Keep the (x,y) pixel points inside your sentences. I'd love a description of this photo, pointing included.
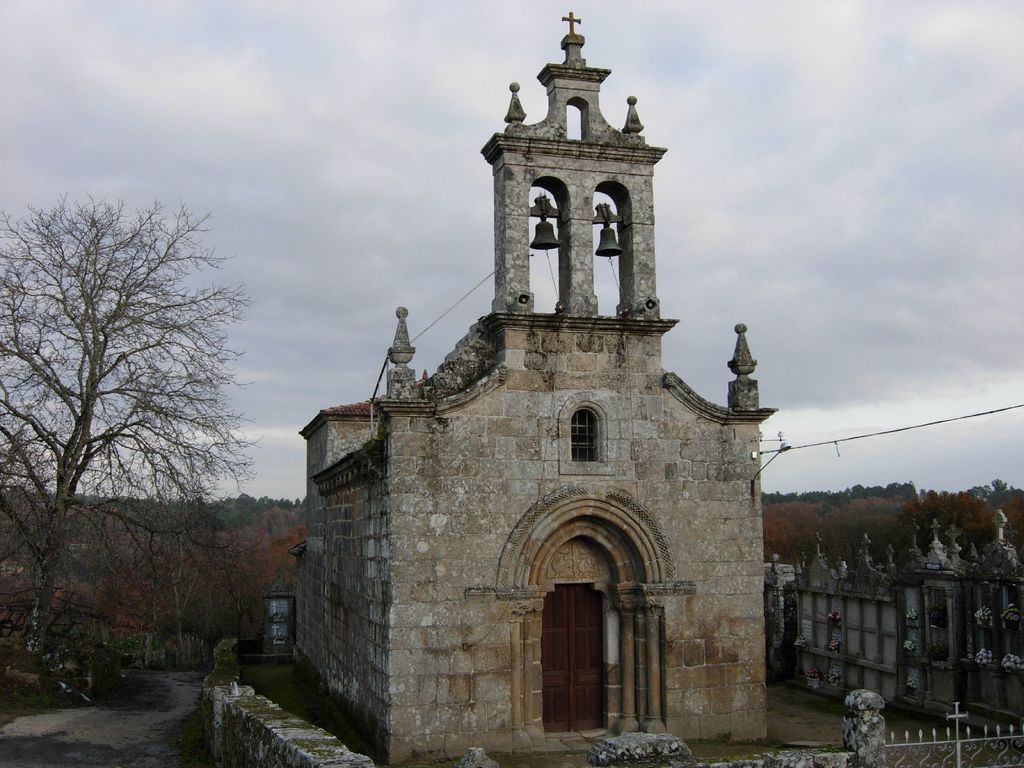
In this picture we can see a building (490,619) with a window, door (565,621), bells (608,214), wall (350,600), trees (12,550), gate (945,727) and in the background (169,191) we can see the sky (645,85) with clouds (536,295).
